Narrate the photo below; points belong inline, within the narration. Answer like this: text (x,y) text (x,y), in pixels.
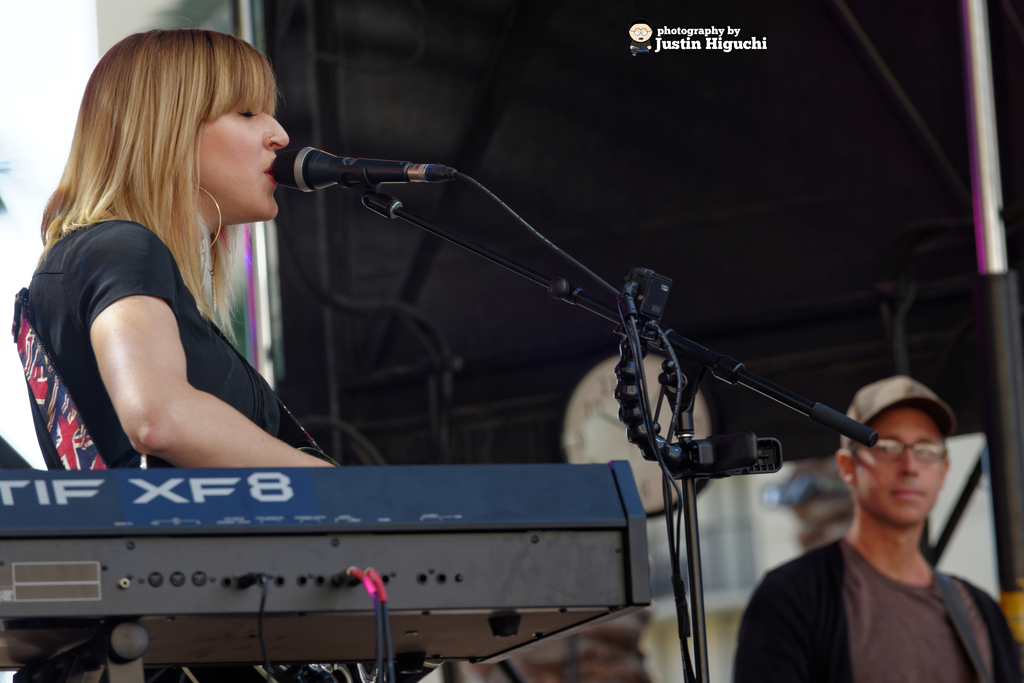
In this image we can see a woman (231,195) singing in front of the mike stand (685,401). There is also an instrument (537,531) on the left (290,539). In the background (930,111) we can see a black color roof (765,158) for shelter. There is also a person (910,477) with glasses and cap (937,401). On the right (970,14) there is a rod (989,61). There is also a text (688,35) with logo (641,35) at the top (667,46).
